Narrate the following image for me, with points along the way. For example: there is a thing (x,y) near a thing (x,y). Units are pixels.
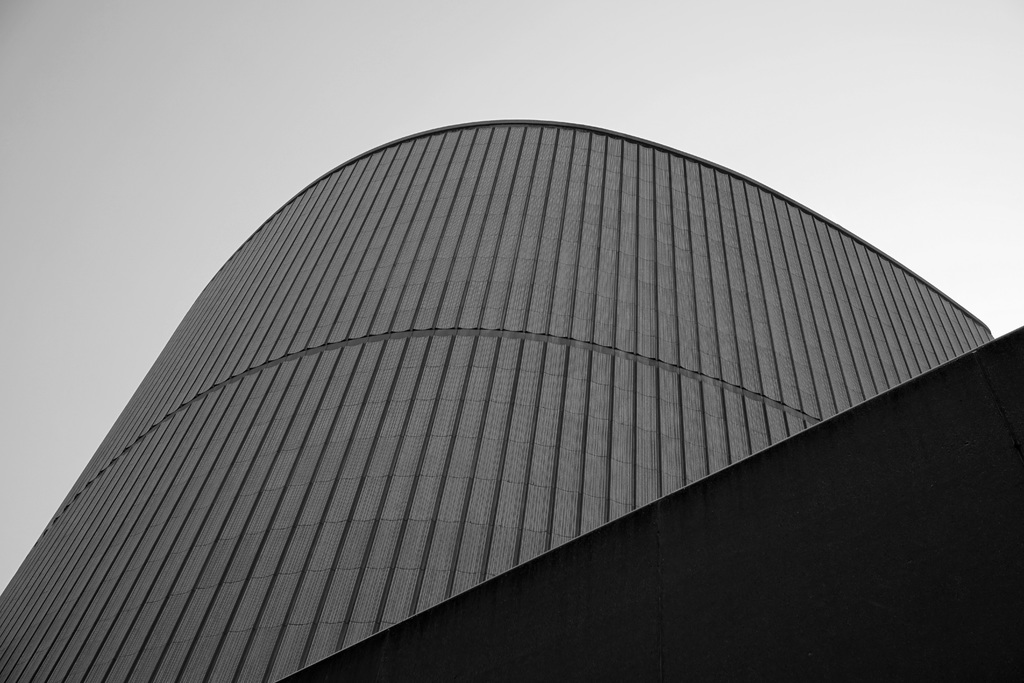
We can see building (972,670) and sky (199,46).
